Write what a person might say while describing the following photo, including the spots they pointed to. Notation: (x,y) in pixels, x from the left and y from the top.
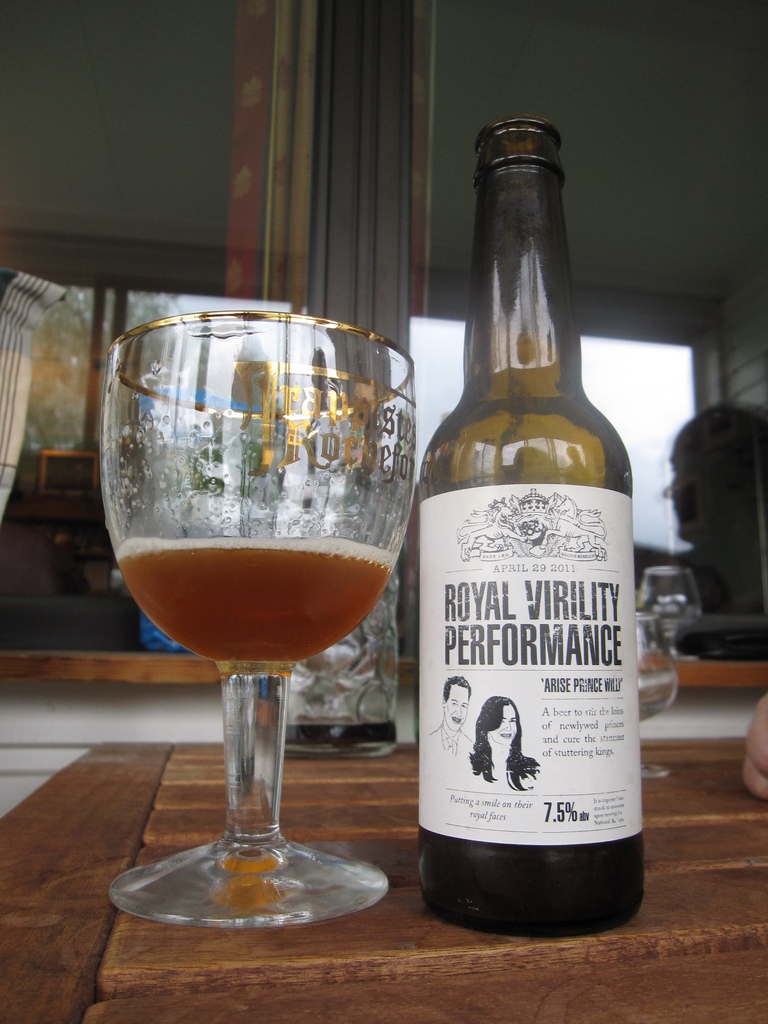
In this image on the right (537,562) there is a bottle (506,632) and on the left (225,594) there is a glass (224,650) with drink (227,562). In the background (619,258) there is a window (95,343) and wall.
